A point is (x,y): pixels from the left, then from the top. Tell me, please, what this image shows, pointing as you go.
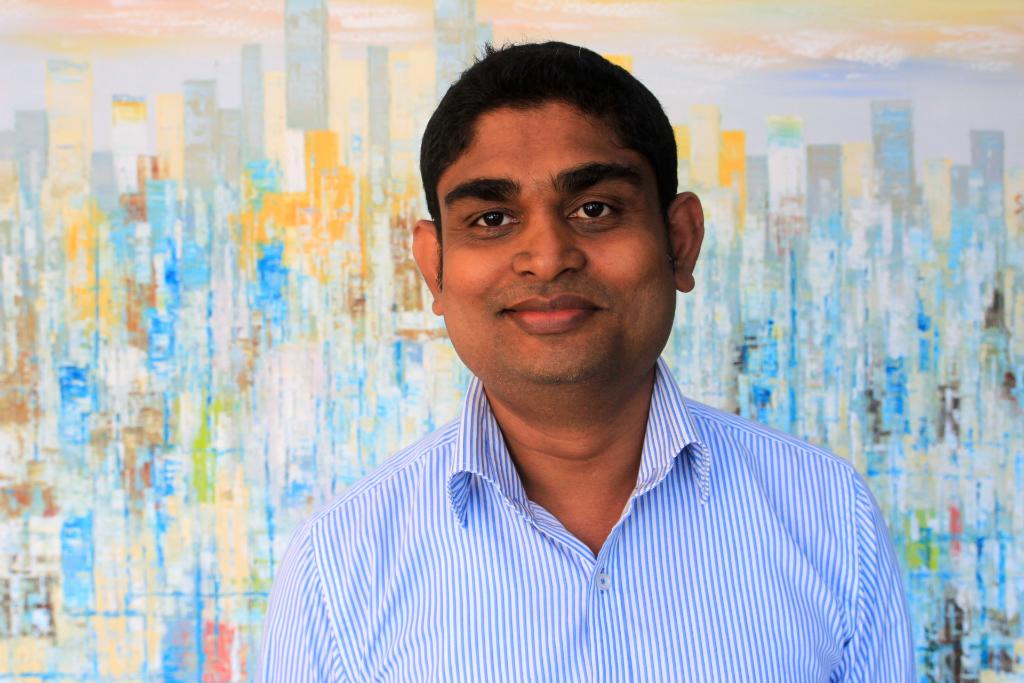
In this picture we can see a man (702,521) and he is smiling and in the background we can see the wall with a painting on it.
